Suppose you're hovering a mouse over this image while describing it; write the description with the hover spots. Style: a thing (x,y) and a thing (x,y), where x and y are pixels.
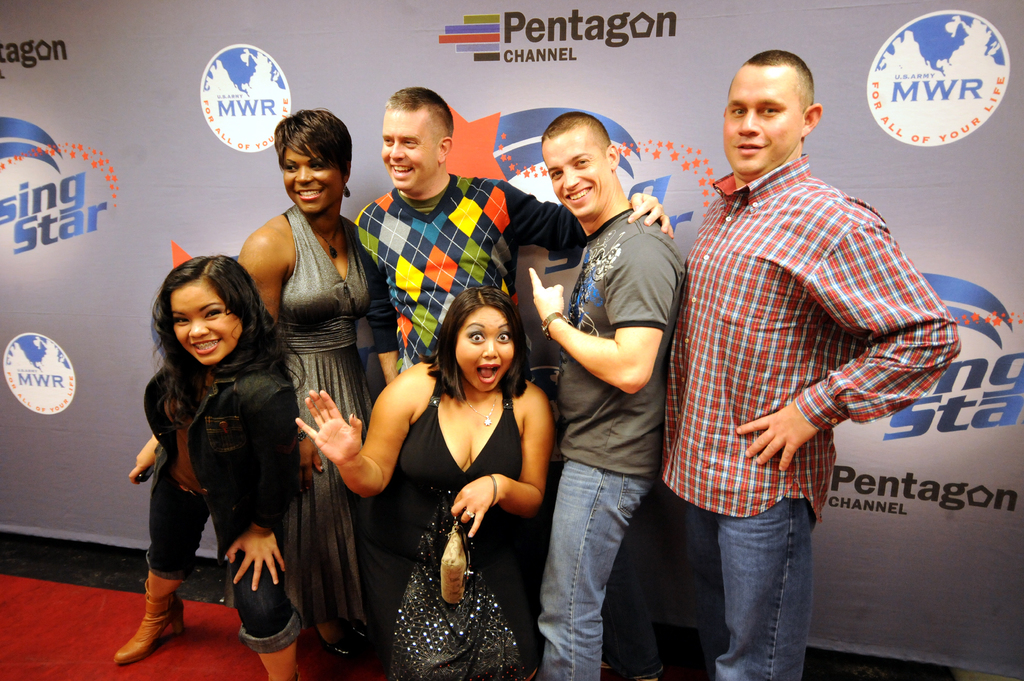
In the center of the image (395,262) we can see some people (857,380) are standing and smiling and a lady (370,589) is sitting on her knees (491,605) and holding a bag (459,556). In the background of the image (15,475) we can see the board (957,397). On the board (843,24) we can see the text (915,424). At the bottom of the image (242,670) we can see the floor (203,637) and carpet (11,636).
